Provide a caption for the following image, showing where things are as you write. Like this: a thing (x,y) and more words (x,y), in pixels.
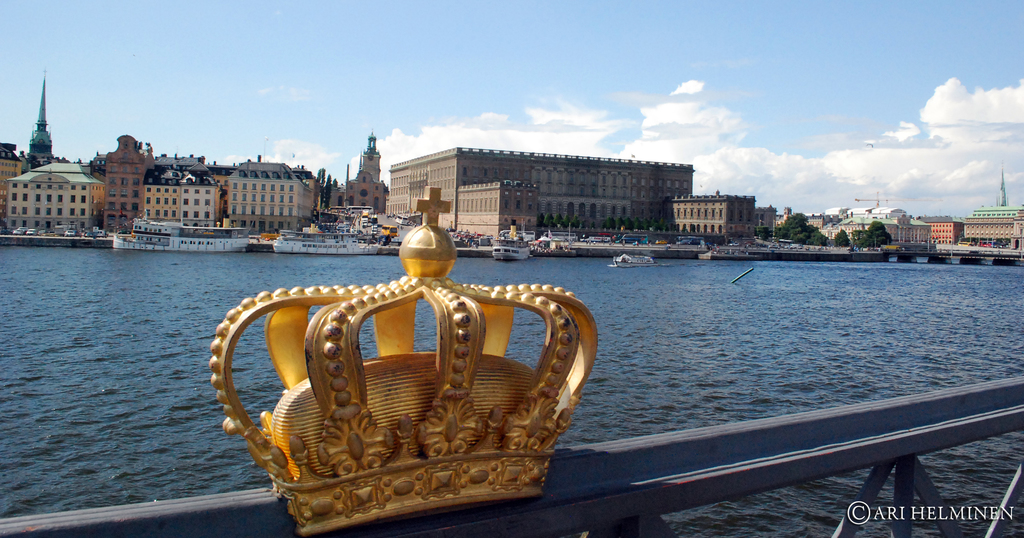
In this picture I can see the crown (392,341). I can see a number of ships (507,238) on the water (766,343). I can see the buildings (815,222). I can see trees (794,218). I can see clouds (573,130) in the sky (524,85).
